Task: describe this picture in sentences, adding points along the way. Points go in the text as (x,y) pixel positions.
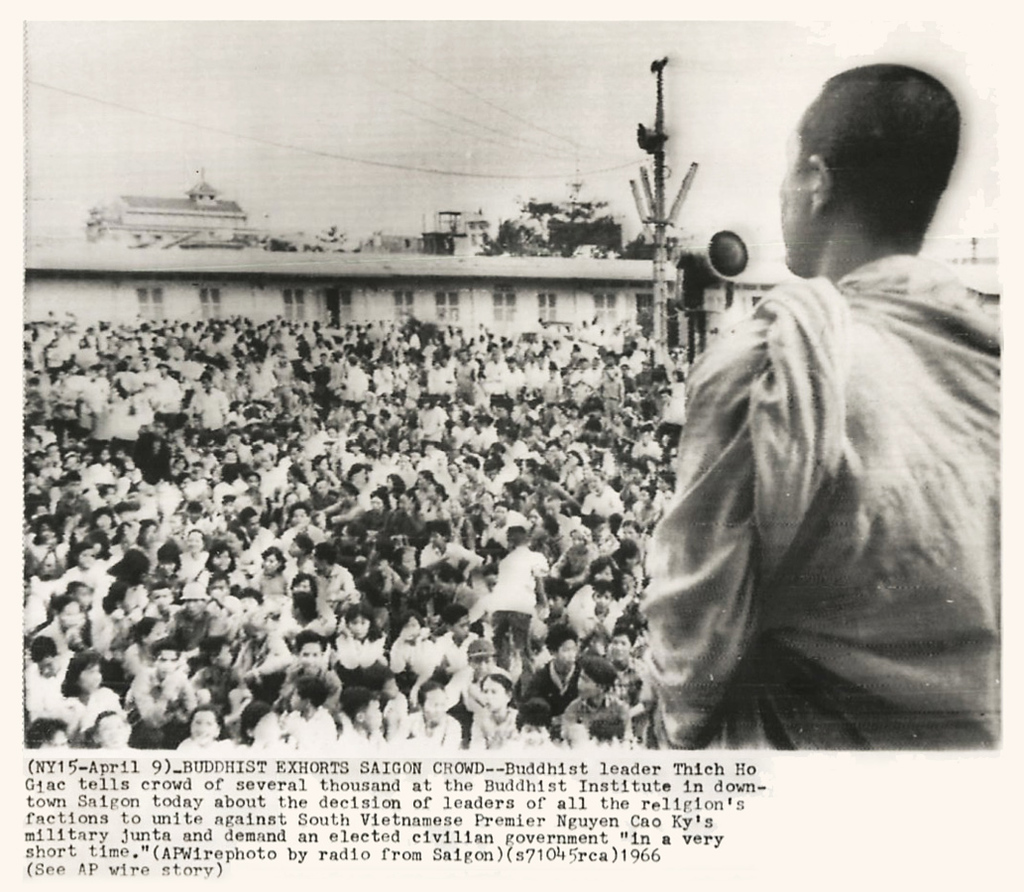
This is a black and white image. We can see a person (817,439) standing on the right side of this image (870,516) and there is a crowd (304,375) in the middle of this image (449,437). There is a building (613,260), trees (588,240) and a pole (663,290) present in the background (659,302). The sky (399,189) is at the top of this image (387,115) and we can see some text (279,803) at the bottom of this image (468,823).
